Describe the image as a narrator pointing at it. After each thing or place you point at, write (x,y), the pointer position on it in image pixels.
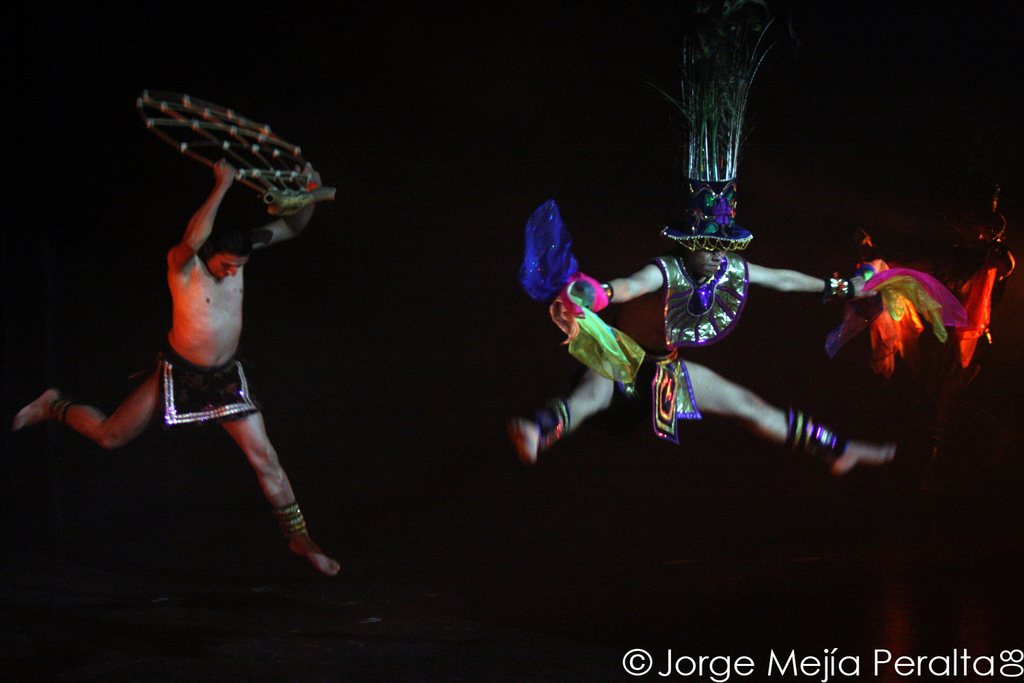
In this image we can see men (185,371) performing an art form.
